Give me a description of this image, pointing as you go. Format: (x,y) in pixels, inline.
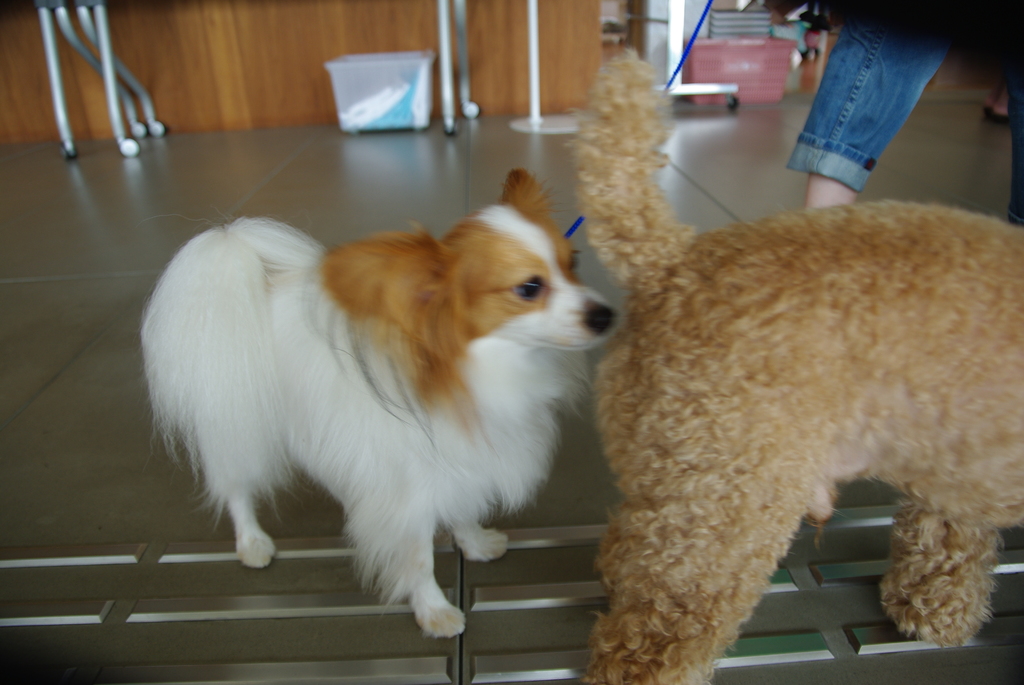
In front of the image there are dogs (621,383). We can see the legs (843,176) of a person (832,169). In the background of the image (536,41) there are a few objects (419,102) on the floor (563,177). There is a wall (366,27).
